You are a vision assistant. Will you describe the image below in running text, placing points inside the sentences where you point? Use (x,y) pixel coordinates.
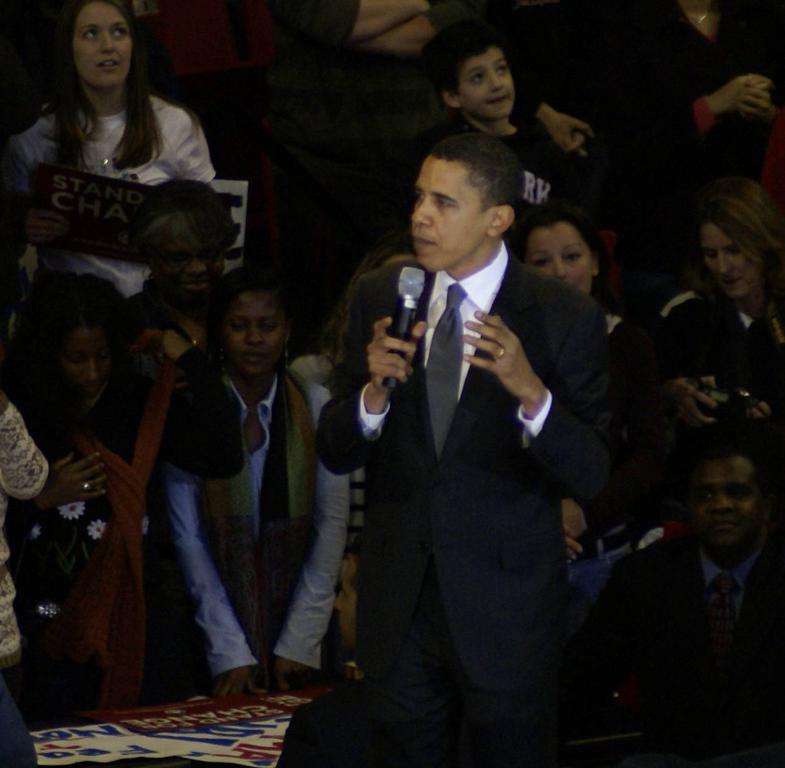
In this image, we can see a man (480,490) standing and he is holding a microphone (390,384), in the background (42,582) there are some people (638,155) standing.
